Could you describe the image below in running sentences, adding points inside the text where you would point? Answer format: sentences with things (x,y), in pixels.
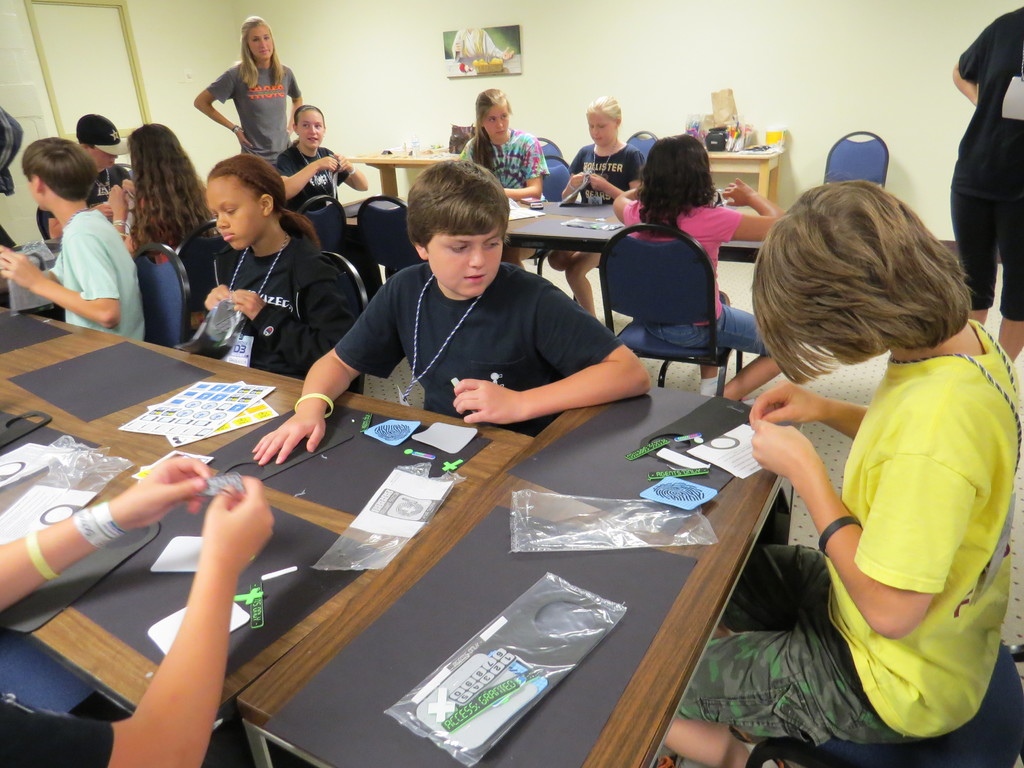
In this image, we can see kids (788,670) sitting on the chairs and they are holding some objects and we can see some objects (457,556) like papers (382,511), charts (428,577), covers (528,632) which are placed on the tables (447,514) and in the background (204,46), there are some other people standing and we can see a frame (483,60) placed on the wall (645,62). At the bottom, there is floor (835,438).
